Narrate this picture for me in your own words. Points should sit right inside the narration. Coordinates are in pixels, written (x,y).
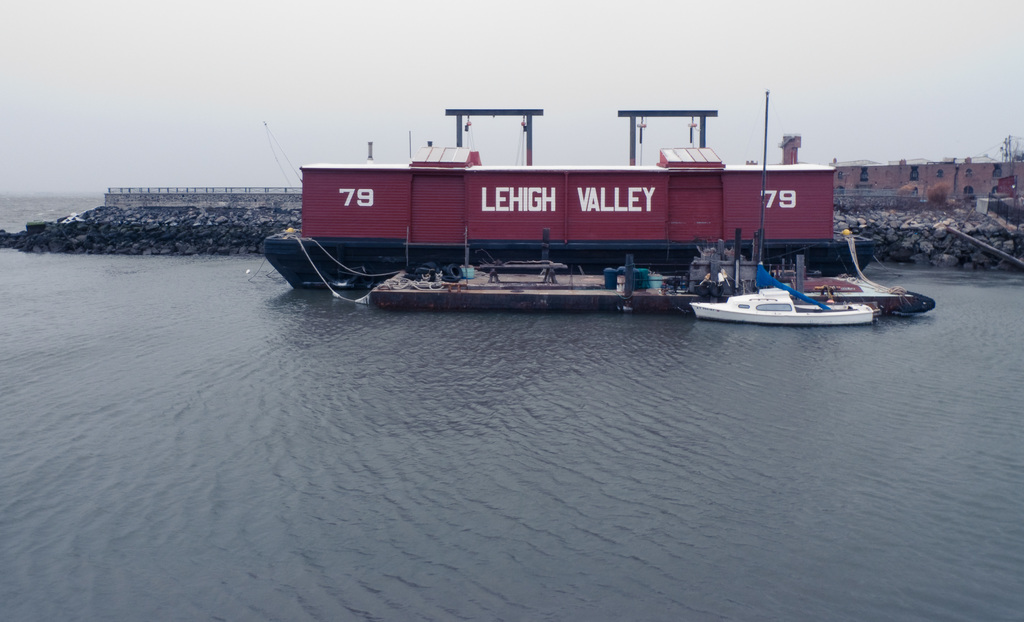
The picture is taken on the shore (151,232). In the foreground (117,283) there is a water body (279,297). In the center of the picture (544,263) there are ships (646,263), boat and other objects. In the background (232,200) there are buildings (889,180), stones (290,212) and dock (247,194). Sky (244,56) is cloudy.
